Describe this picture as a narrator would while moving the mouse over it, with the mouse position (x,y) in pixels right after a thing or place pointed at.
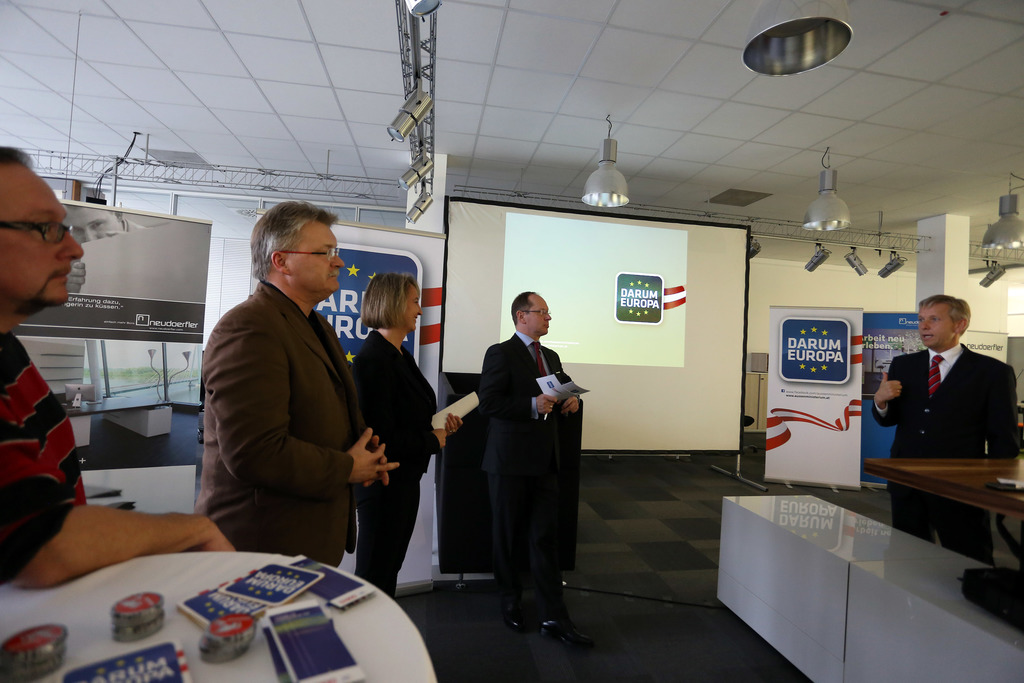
In the foreground (221,451), I can see five persons (553,372) are standing on the floor (576,624) in front of tables (399,664), on which some objects (284,664) are there. In the background (704,413), I can see screens (583,258), boards (819,376), lights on a rooftop (173,109), a wall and metal objects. This image might be taken in a hall (506,147).
